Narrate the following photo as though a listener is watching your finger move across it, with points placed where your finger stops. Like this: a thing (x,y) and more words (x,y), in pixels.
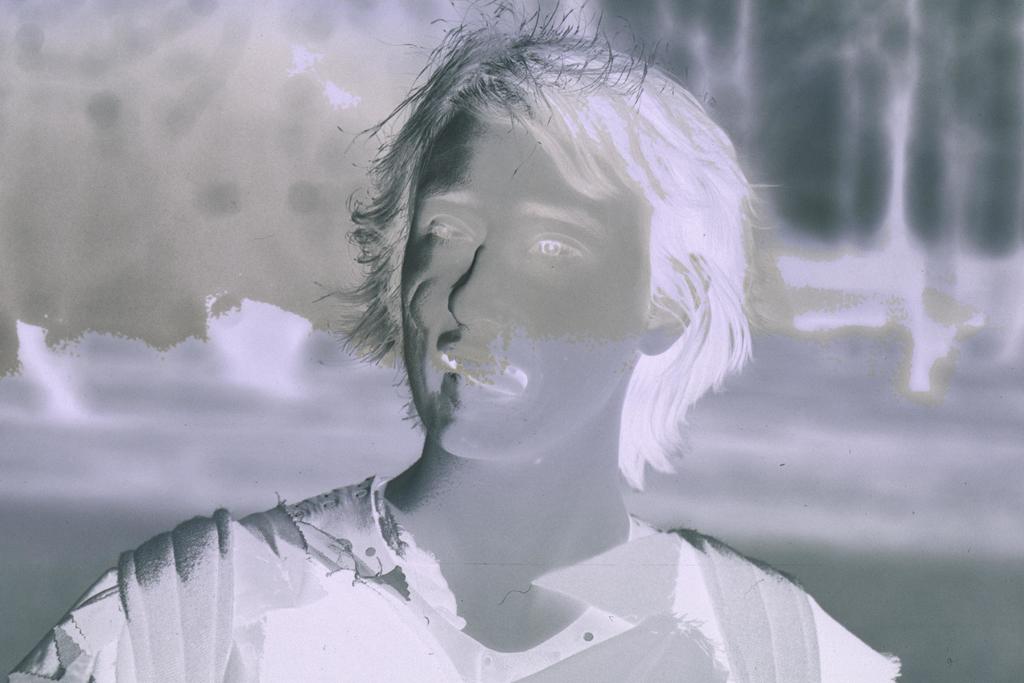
In the picture I can see a person (594,426) and some other things (694,477). The picture is black and white in color.
